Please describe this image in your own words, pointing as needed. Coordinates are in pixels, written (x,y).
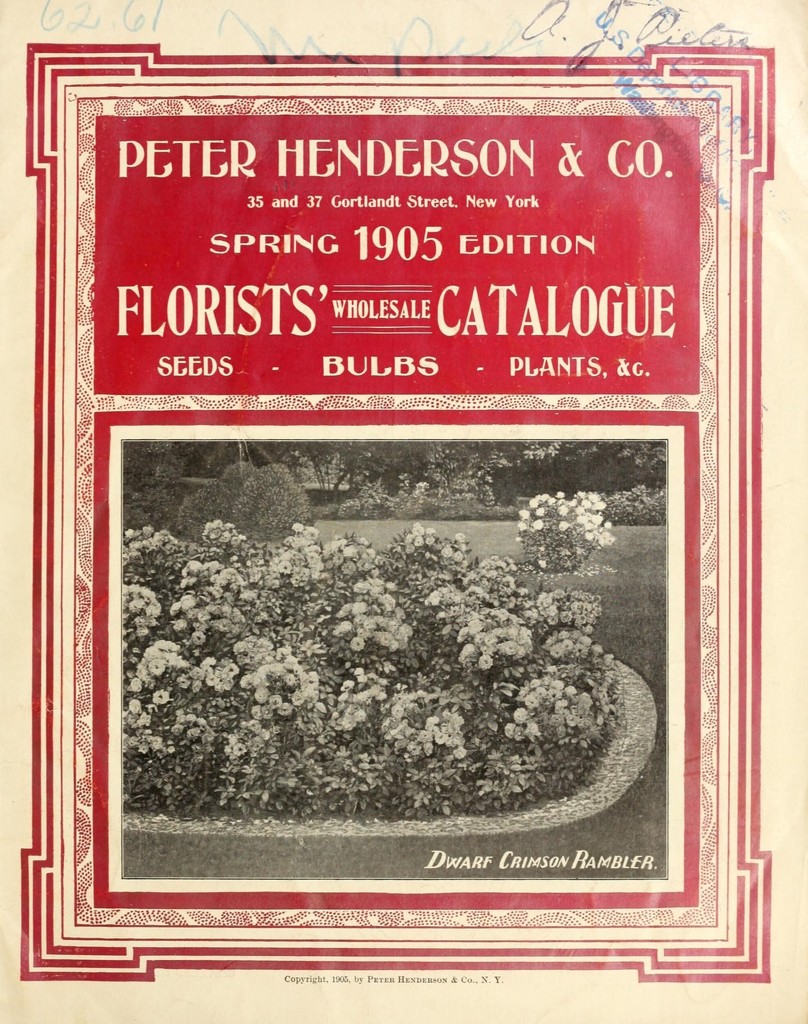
In this picture there are few plants (332,680) which has flowers (300,681) on it and there is something written above it.
